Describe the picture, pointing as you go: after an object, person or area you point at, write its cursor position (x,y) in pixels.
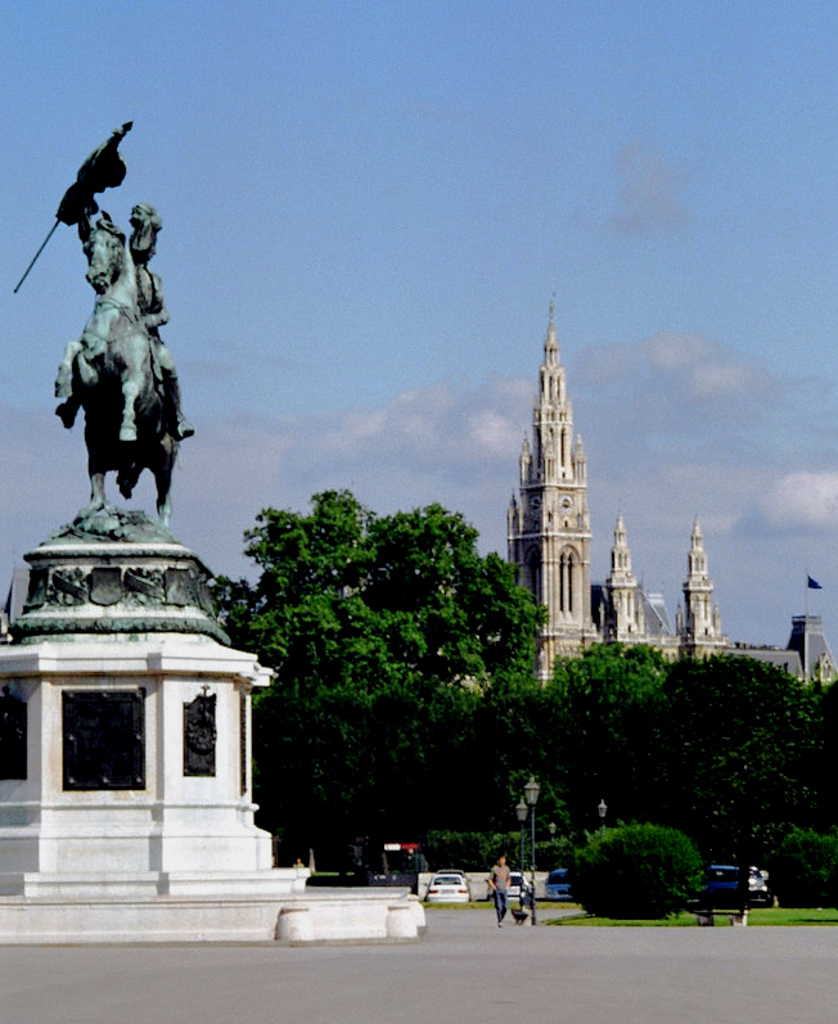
In this picture we can see a statue (43,790) on the left side (142,699). There is a person (508,878) walking on a path (459,917). We can see some street lights (520,878), vehicles (560,874) and plants (684,878) on the path (595,933). Some grass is visible on the ground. There are a few trees (577,701) and buildings (554,517) visible in the background (811,665). We can see a flag (811,582) on a building (803,626) on the right side (815,624).
